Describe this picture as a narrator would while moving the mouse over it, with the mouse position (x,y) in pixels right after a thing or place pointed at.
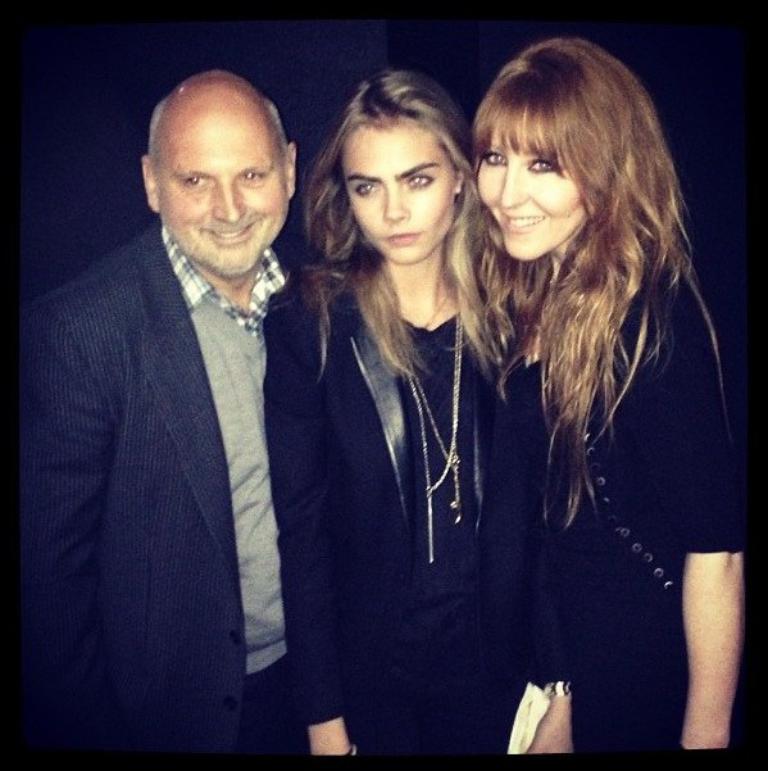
In this picture we can see three people (459,420) and in the background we can see it is dark.
